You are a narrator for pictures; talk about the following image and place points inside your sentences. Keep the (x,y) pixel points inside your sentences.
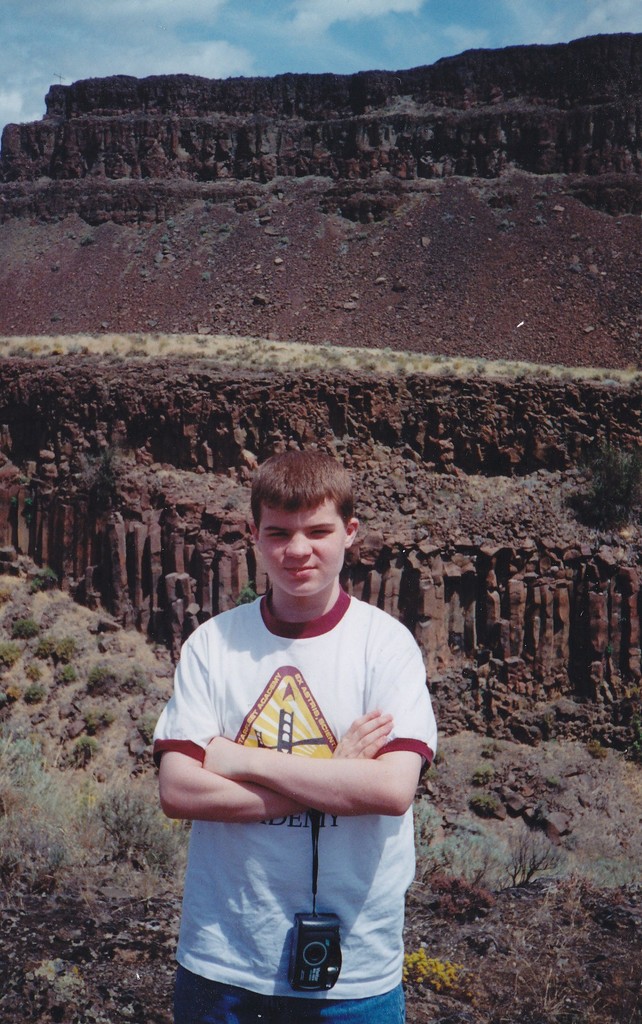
In this picture there is a kid (304,719) wearing a white T-shirt (299,704) is carrying a camera (299,943) and there are mountains (294,375) behind him.
